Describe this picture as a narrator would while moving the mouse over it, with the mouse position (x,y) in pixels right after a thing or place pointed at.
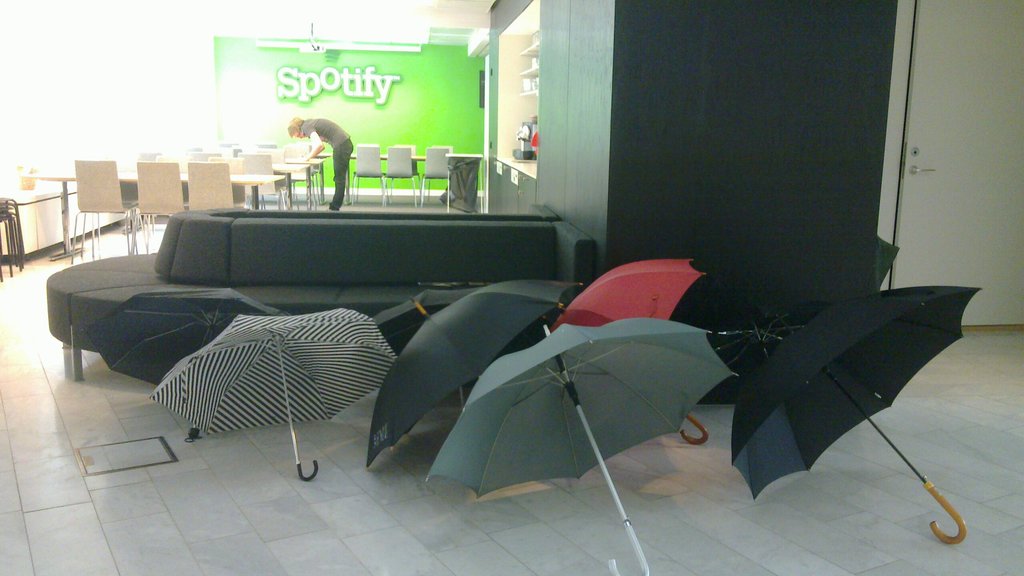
In this image there are umbrellas (329,314) on the floor (661,442). In the center (363,243) there is a sofa (326,253). In the background (371,96) there is a board (349,108) with the name spotify and a person (346,149) is standing. There are empty chairs (114,195), table (264,184). At the right side (951,129) there is a white colour door (964,134) and a black colour wall (806,113).
